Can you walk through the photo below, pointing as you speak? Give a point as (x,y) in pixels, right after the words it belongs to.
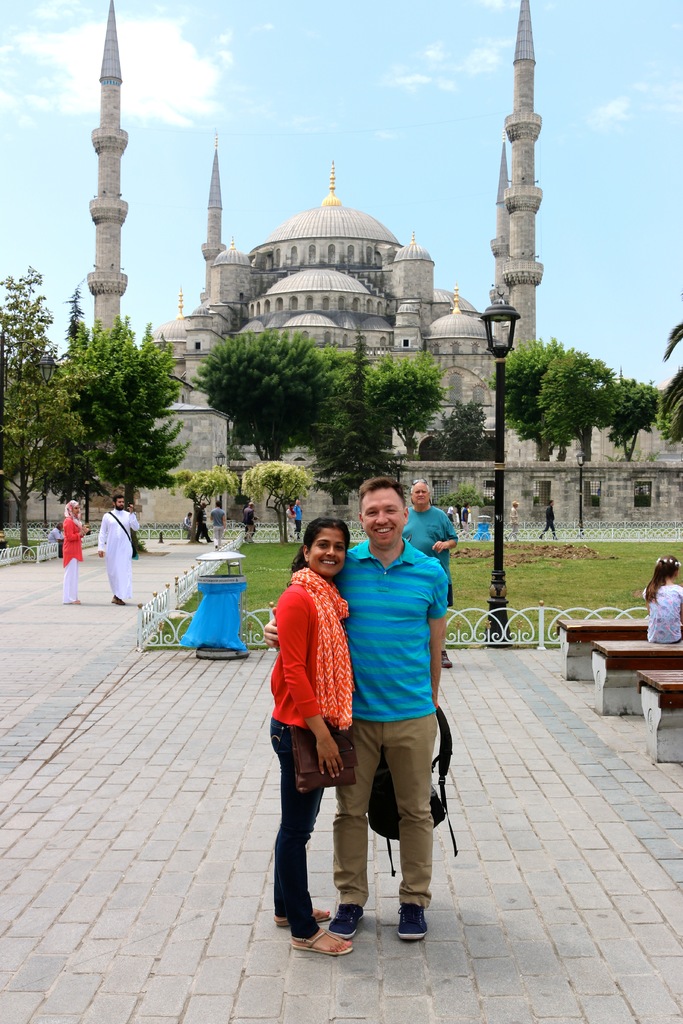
At the top of the image (274,247) we can see a monument (381,337), sky (594,235) with clouds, trees (10,442), persons (124,553) walking along the walking path (118,611), street poles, street lights (489,330), bins (226,552), iron grill (233,524) and ground (465,562). At the bottom of the image (356,754) we can see two person (396,625) standing on the floor (451,850) and a girl (658,591) sitting on a bench (651,645).
